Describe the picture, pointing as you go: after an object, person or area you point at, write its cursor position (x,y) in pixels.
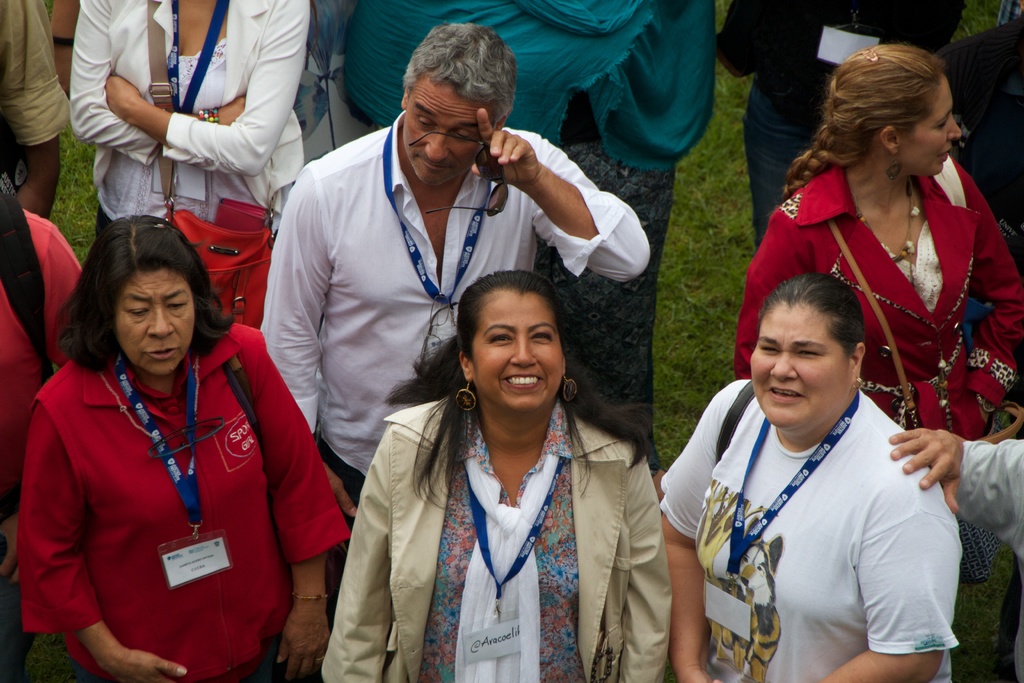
In this image we can see there are group of people (26,513) standing together in the grass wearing blue color tags (473,496).
